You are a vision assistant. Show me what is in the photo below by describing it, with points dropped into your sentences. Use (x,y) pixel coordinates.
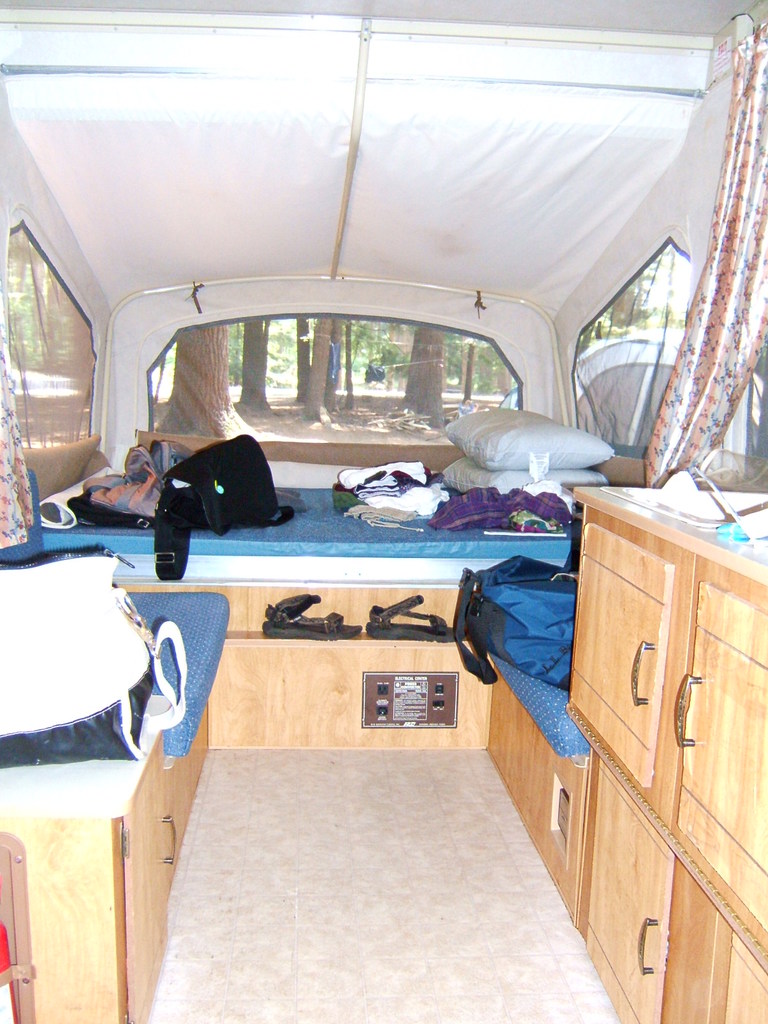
This is a picture of inside of the tent (71,168), in this image on the right side (656,639) and left side (106,893) there are some boxes (603,774) and also there are some bags (529,604), clothes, pillows (572,458), shoes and some curtains (8,473) and some other objects (172,435). In the background (186,395) there are some trees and a tent (631,357).
